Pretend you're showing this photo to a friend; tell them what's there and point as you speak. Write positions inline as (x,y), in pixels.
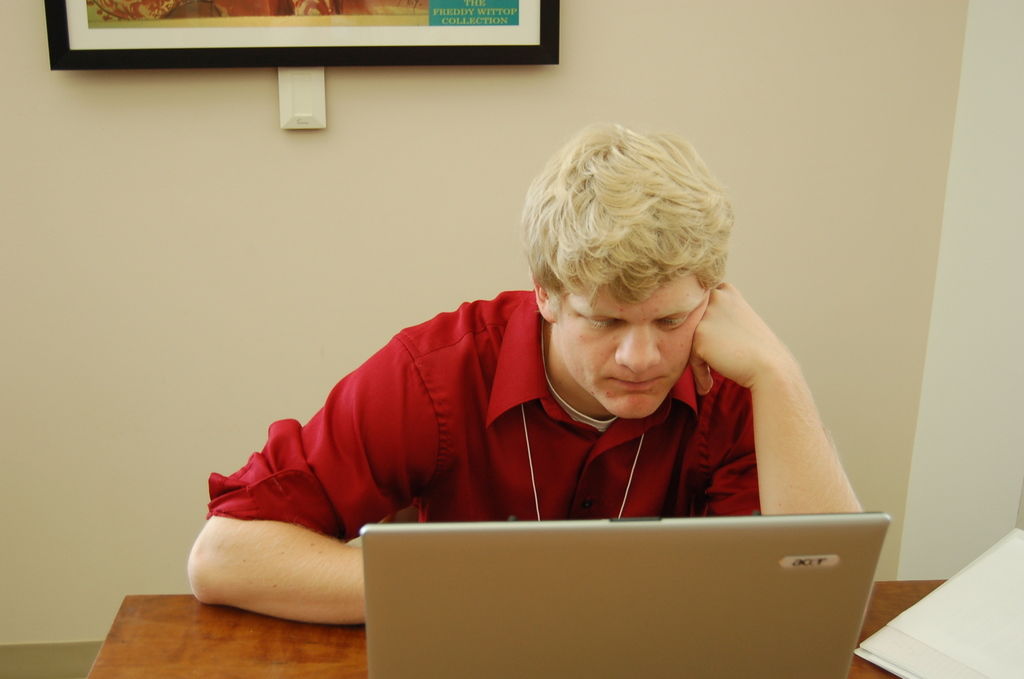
This is a picture in a room (627,653). In the foreground of the picture (699,648) the table (250,644), on the table (287,671) does a laptop (790,627) and a book (947,600). In front of the table (250,666) there is a man (496,436) in red shirt (485,431) seated. In the background (437,180) there is a wall (170,159), to wall (251,152) there is a frame (380,42).
